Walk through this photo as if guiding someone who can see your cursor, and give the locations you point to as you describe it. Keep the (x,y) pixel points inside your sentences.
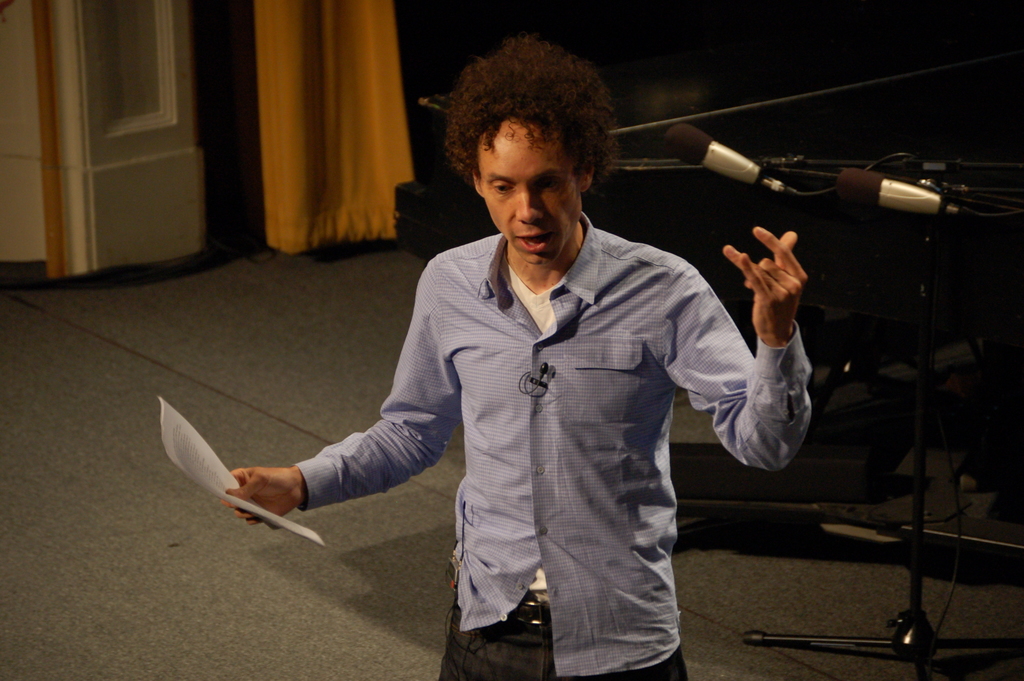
In this image we can see a person (510,459) holding a paper (178,457), there is a mic (760,168) beside the person (594,234) and there is a curtain (313,117) and a white color object (116,213) looks like a pillar (112,162) in the background (112,162).
